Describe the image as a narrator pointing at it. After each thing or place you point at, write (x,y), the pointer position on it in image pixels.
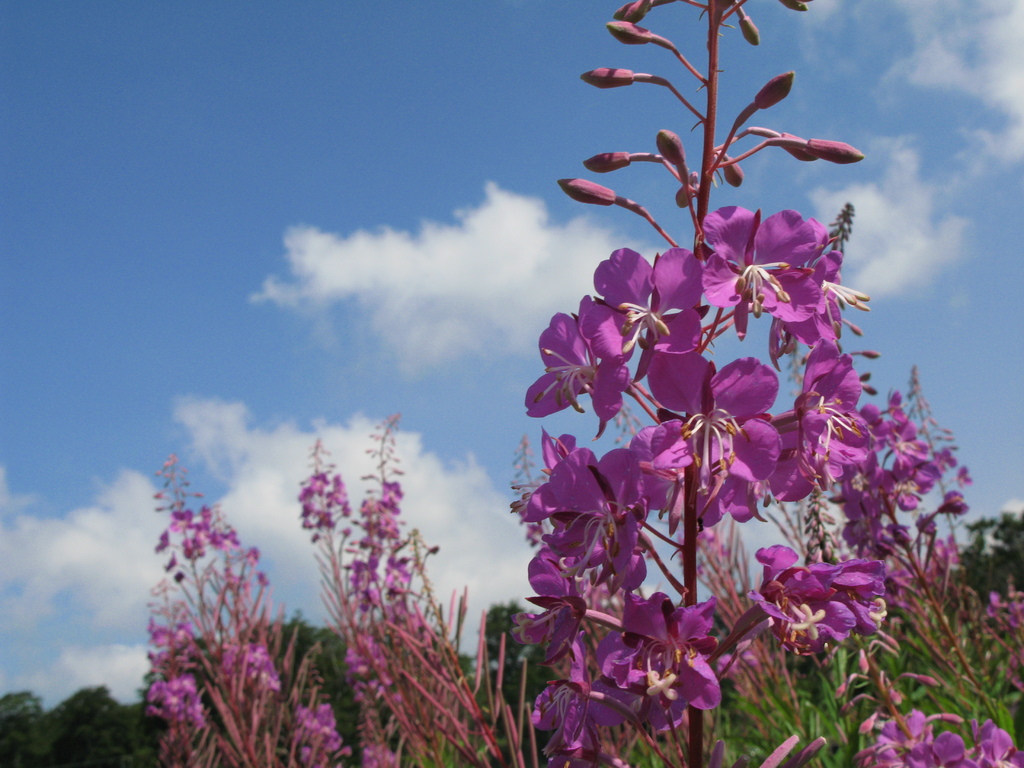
In the center of the image (575,489) we can see plants (630,686) and flowers (859,490), which are in pink color. In the background (524,363), we can see the sky (347,166), clouds (401,232), trees (62,755) etc.
